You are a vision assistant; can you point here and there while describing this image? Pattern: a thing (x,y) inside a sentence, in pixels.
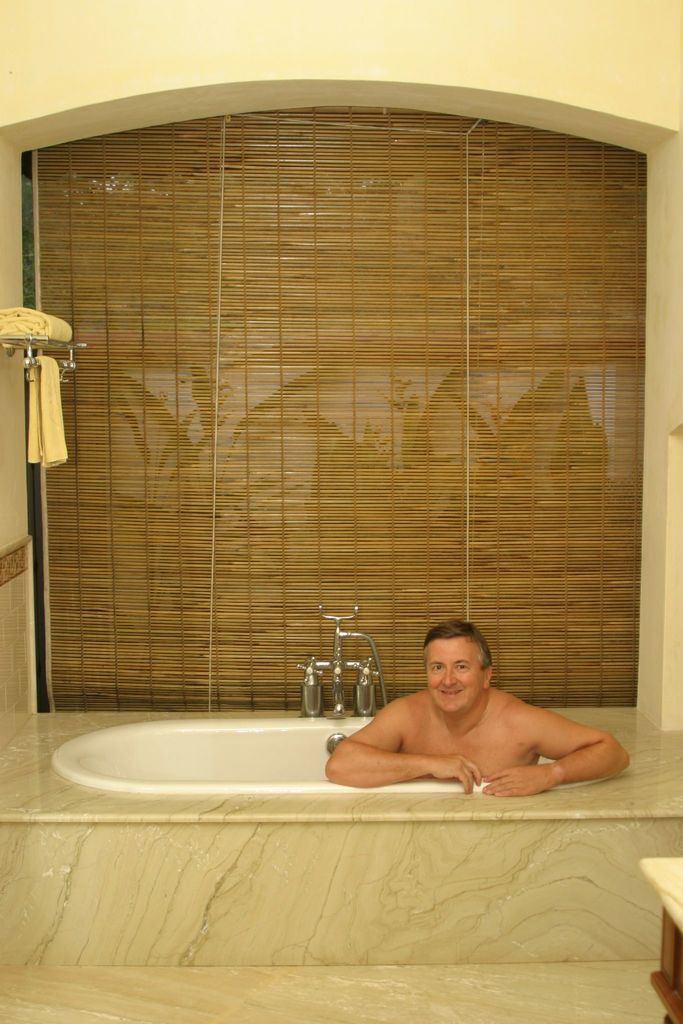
In this picture we can see a man (364,729) in a bathtub (228,746) and smiling and at the back of him we can see taps (375,655), towels (3,322), curtain (72,371), wall (339,62) and in front of him we can see an object (665,940) on the floor (292,996).
